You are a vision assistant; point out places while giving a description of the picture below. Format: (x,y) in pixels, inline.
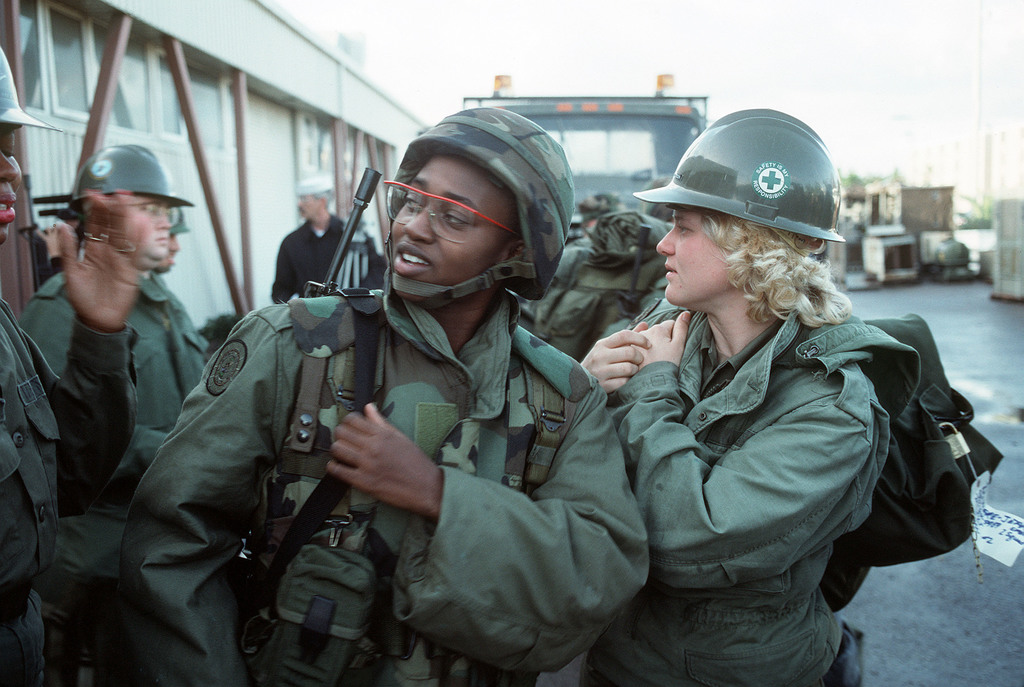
In this image, there are a few people (794,536). We can see the ground (966,660) with some objects (923,261). We can also see some plants (987,224) on the right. We can see the wall (198,57) with some windows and metal rods (245,88) on the left (178,58). We can also see an object (583,170) behind the people (520,238). We can see the sky (739,99).
